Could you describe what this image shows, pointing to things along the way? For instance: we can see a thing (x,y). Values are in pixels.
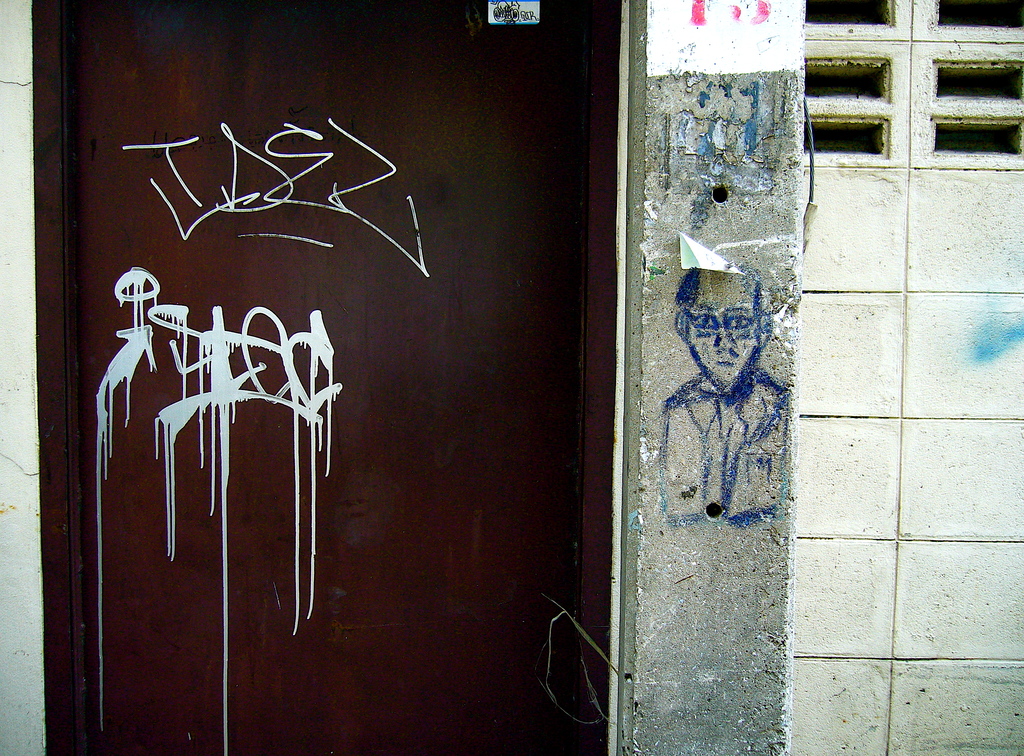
In this image we can see door (199,304) with a drawing (319,418). Also there is a wall (866,458). On the wall (678,375) there is a drawing (729,389) of a person (691,410).
